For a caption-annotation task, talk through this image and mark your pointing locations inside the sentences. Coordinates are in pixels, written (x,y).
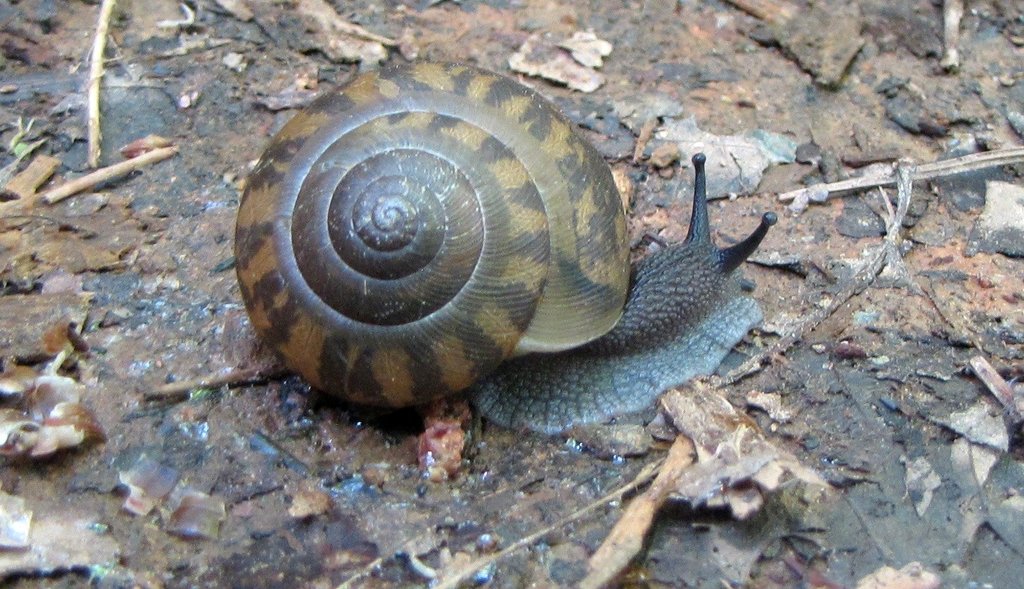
In this image we can see a snail (346,301) and shredded leaves (135,146) on the ground (476,450).
